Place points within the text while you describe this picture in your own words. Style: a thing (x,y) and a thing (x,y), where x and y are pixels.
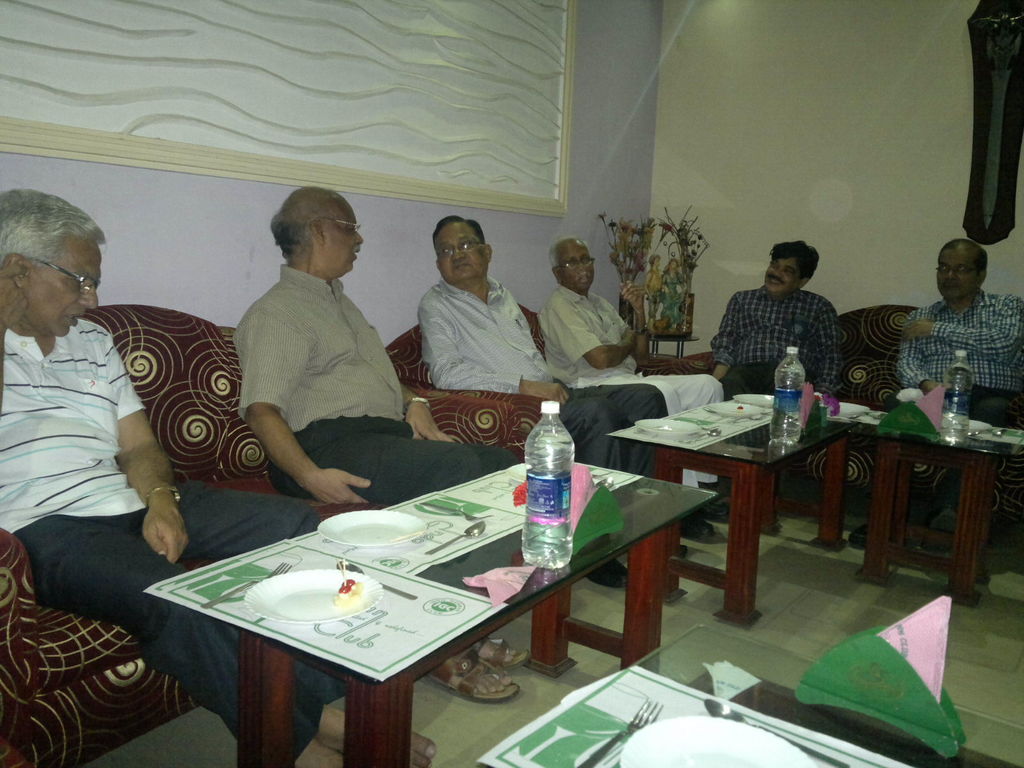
As we can see in the image, there is a white color wall (697,119) and few people (521,319) sitting on sofas (197,333) and in front of them there are tables (712,451). On table (440,649) there is a paper (398,625), plates (409,539), spoon (454,537) and bottle (547,511).
